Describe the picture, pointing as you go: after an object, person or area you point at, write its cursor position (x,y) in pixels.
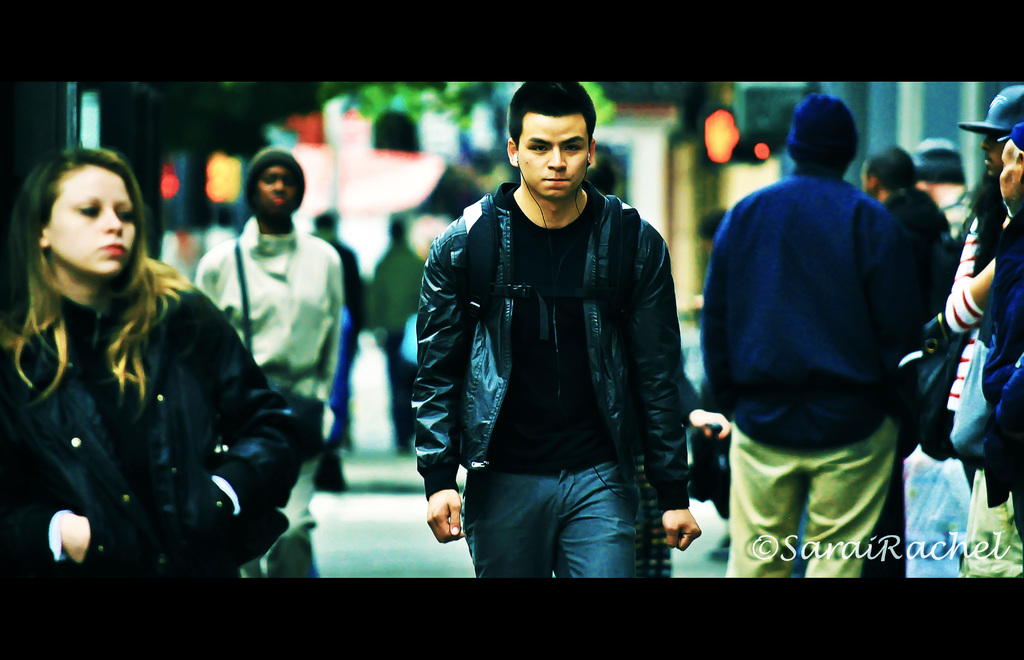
In the center of the image (539,263) there is a person (513,306) walking on the road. On the right side of the image (1014,239) we can see text (789,548) and persons (891,361) standing on the road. On the left side of the image (184,519) we can see a person's (200,525) walking on a road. In the background (364,98) we can see buildings (362,209), persons (398,245) and tree (387,104).
